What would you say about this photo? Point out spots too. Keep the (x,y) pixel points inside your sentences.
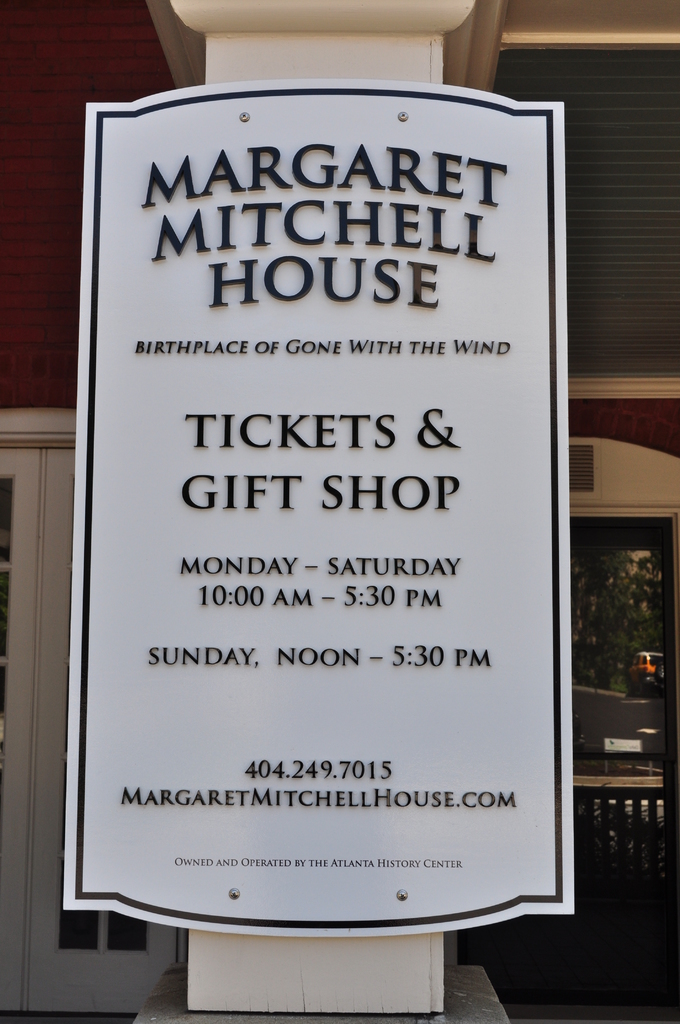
In this image we can see texts (425,566) written on a board (404,542) on a platform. In the background (177,941) we can see doors (596,690), glass (619,869), wall (58,270) and objects (623,846).
